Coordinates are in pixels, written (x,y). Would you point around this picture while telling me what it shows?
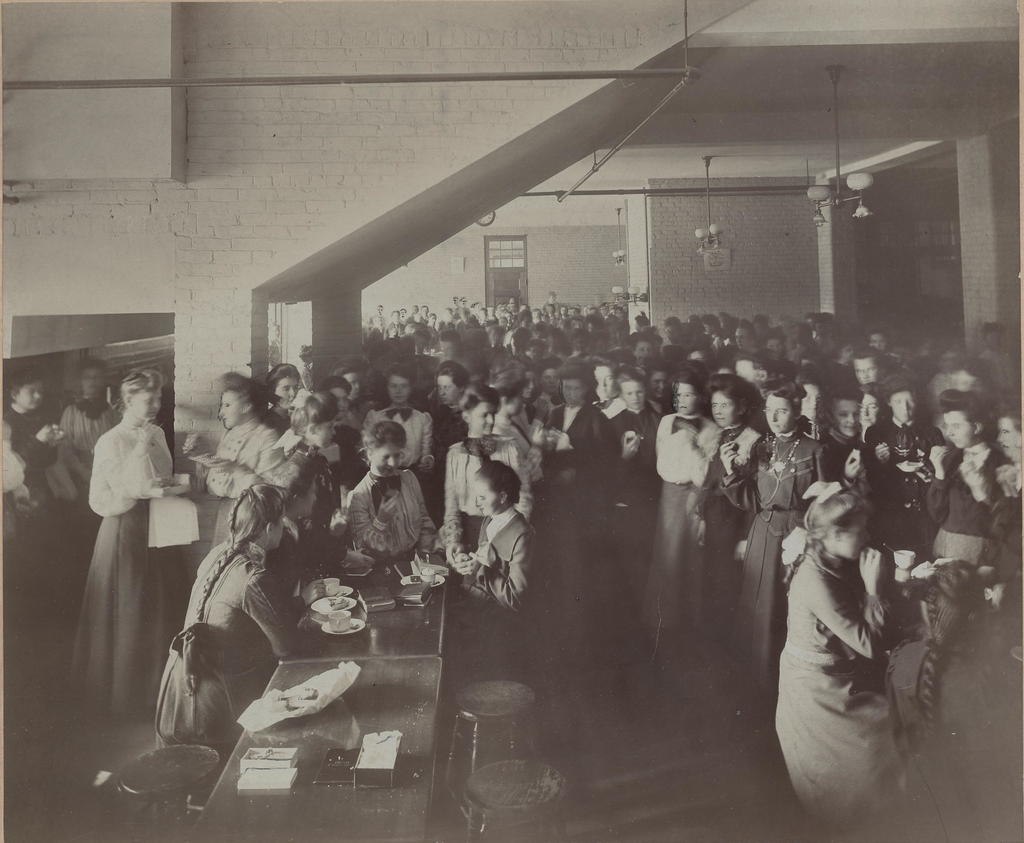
In this image we can see the people (664,413) standing. We can also see the table (394,644), stools (515,695) and on the table (349,716) we can see the papers (347,663), plates (343,590), cups (343,621) and also some other objects (341,757). We can also see the wall (732,209), pillars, windows (490,256) and also the lights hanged from the ceiling (717,134).
